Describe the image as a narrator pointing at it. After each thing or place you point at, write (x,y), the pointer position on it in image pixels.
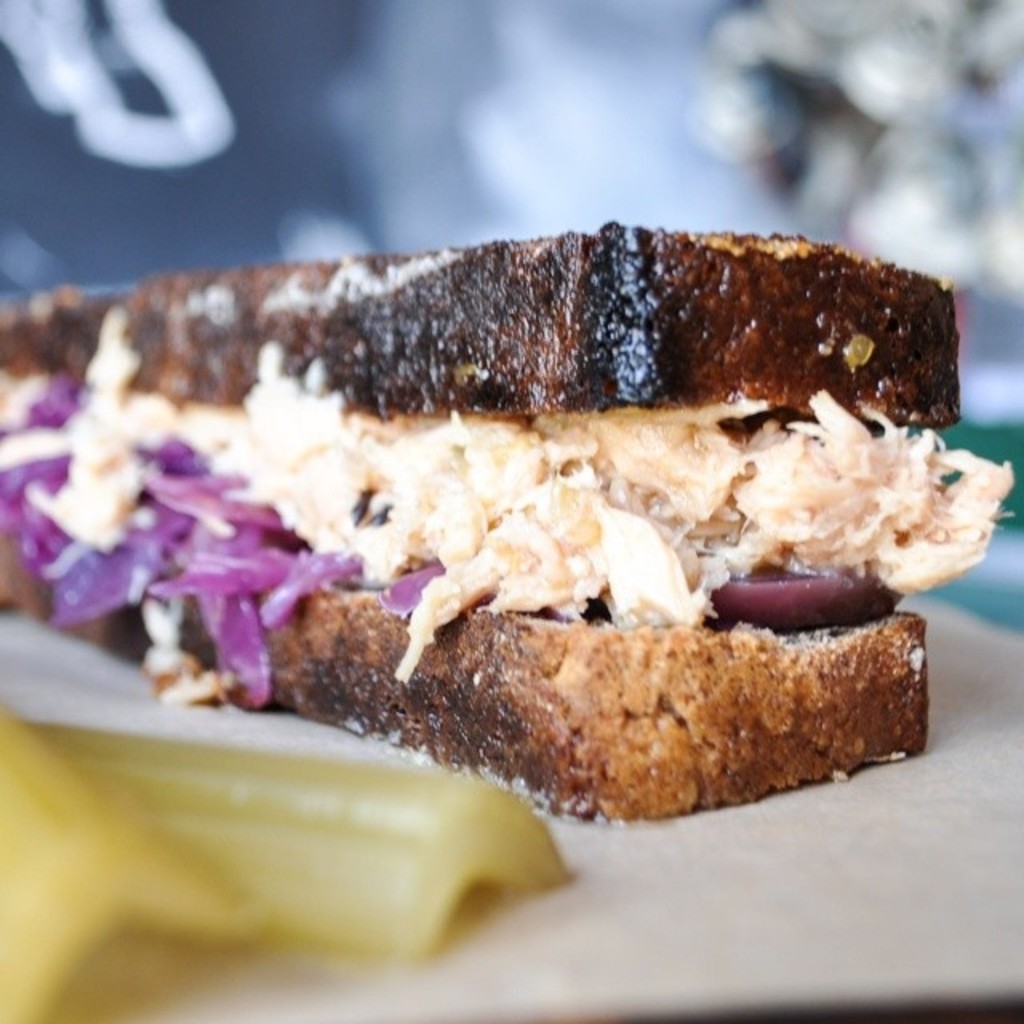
In the center of the picture (438,355) there is a sandwich (475,319) on paper (712,831). On the left (186,864) there is a vegetable (258,851). The background (170,22) is blurred.
